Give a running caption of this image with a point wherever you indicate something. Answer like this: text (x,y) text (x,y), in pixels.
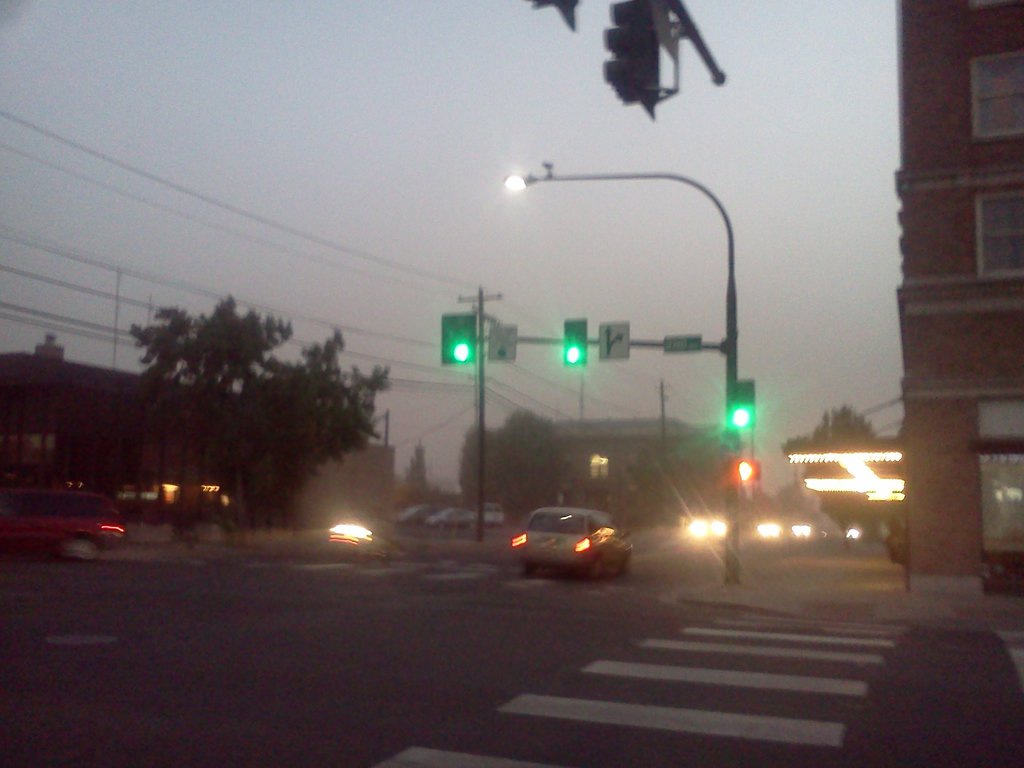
In this image I can see roads (661,664) and on it I can see white lines (696,634) and few vehicles (571,556). I can also see few trees (211,417), poles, signal lights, few buildings (61,370), wires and in background (528,202) I can see the sky (636,207). I can also see this image is little bit blurry.
